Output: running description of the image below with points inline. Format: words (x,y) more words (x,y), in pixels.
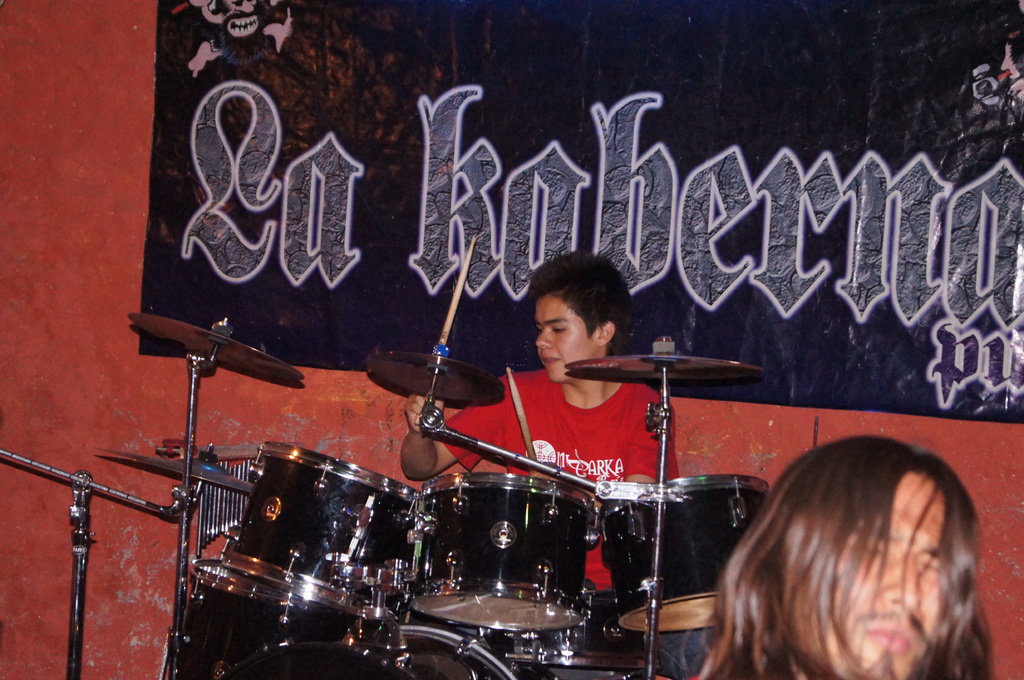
In this image, we can see a person (586,434) sitting and holding sticks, we can see some music drums (429,507), in the background (246,103) there is a poster (698,143).
